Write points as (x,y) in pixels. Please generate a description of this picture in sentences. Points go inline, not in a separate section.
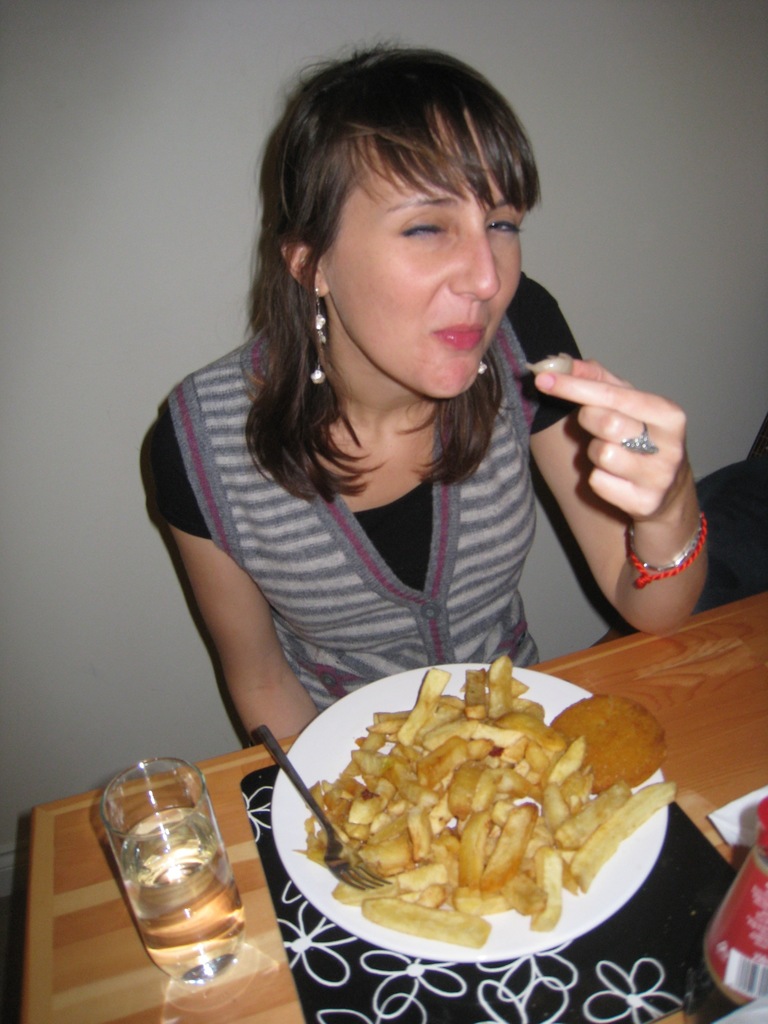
There is a person (510,197) sitting and holding a food item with one hand (626,396) in front of a table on which, there is a plate (637,854) having food items (366,834) and a fork (331,844), a glass (213,858) filled with water (172,843) and other objects (672,812). In the background (149,501), there is white wall (579,25).
